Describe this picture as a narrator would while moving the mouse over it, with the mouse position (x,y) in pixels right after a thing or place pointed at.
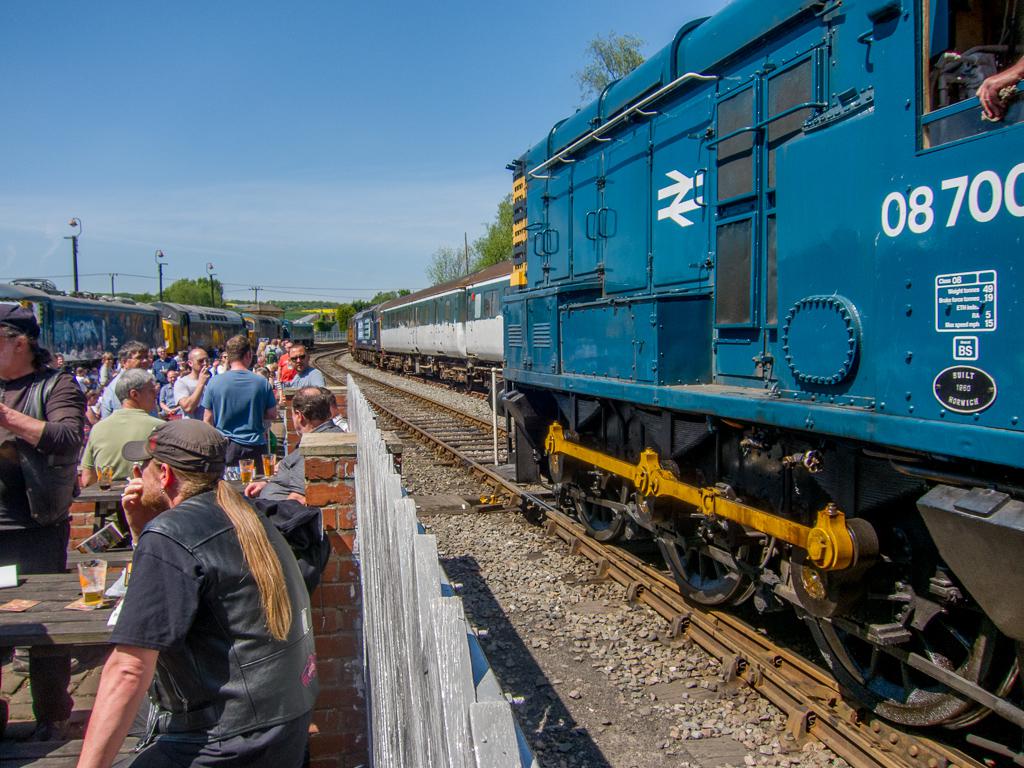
In the center of the image (387,344) we can see trains (464,358) and railway track (477,417) are present. On the left side of the image (178,427) we can see poles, some persons (123,371) are sitting on a bench (119,552), glasses (82,573), benches (63,580), trees (192,288) are present. At the top of the image (301,90) sky (327,90) is there. In the middle of the image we can see wires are present.
